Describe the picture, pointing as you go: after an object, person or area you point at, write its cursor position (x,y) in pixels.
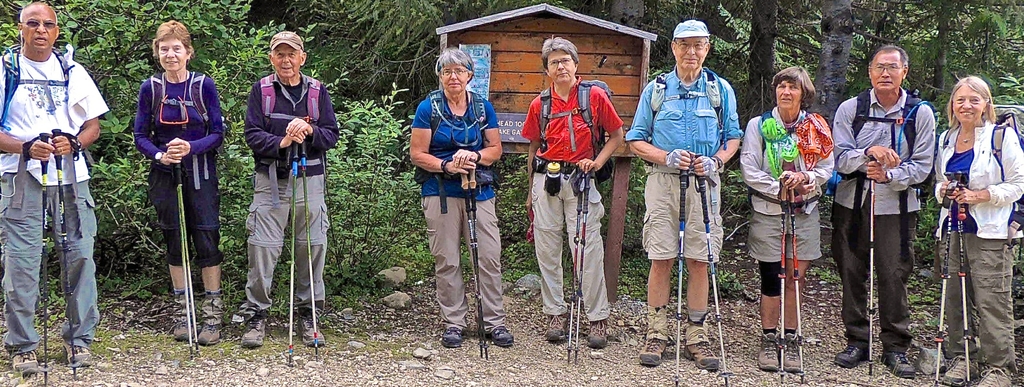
In this image, I can see few people (491,137) standing and holding the trekking sticks (59,171). This looks like a board (608,80), which is attached to the poles (609,226). I can see the rocks (402,298). These are the trees (266,17) with branches (417,13) and leaves (351,121).
